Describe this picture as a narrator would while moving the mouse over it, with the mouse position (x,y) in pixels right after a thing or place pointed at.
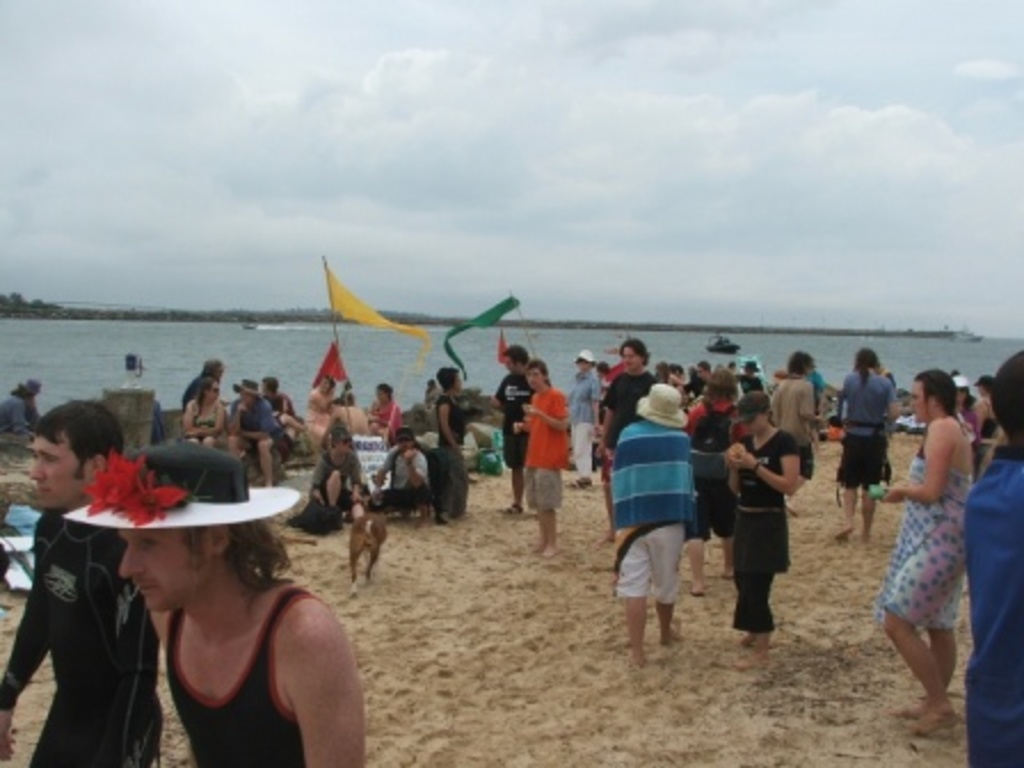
In this image I can see few people (671,489) and they are wearing different color dresses (922,524). Back I can see few colorful flags (359,322), water (214,325), dog (370,525) and trees (147,318). The sky (353,261) is in white color.
